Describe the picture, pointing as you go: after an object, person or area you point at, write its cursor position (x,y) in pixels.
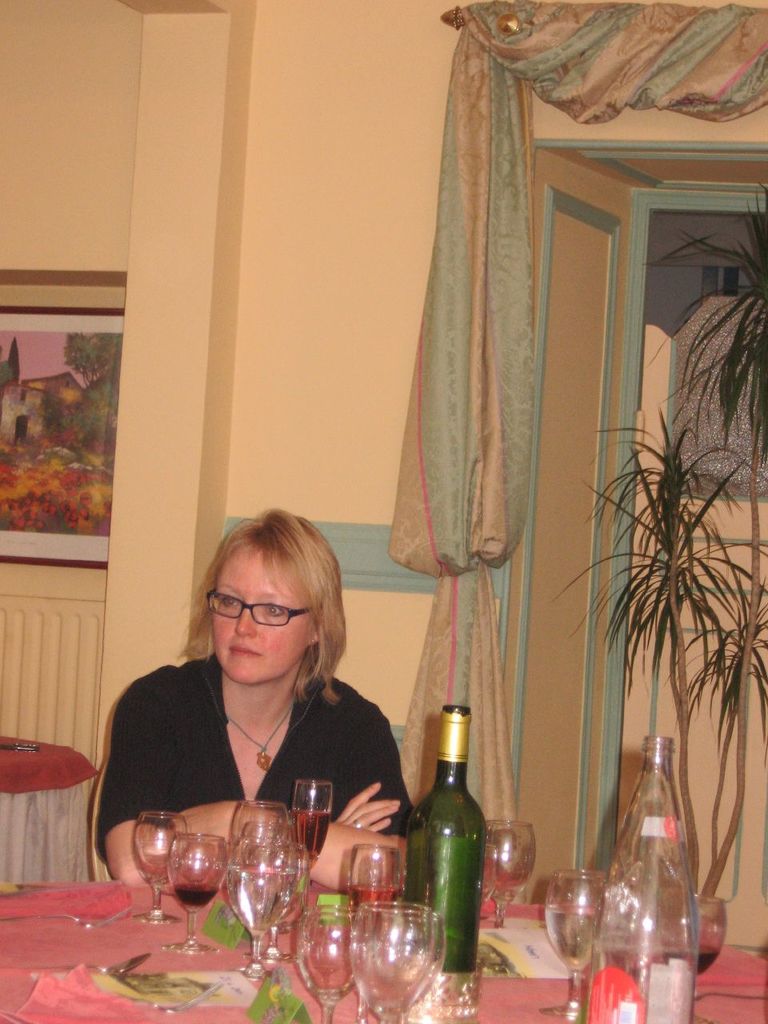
In this picture we can see a lady (185,791) sitting on the chairs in front of the table (542,1016) on which there are some glasses (174,835) and bottles (672,908) and behind her there is a curtain (517,371).
